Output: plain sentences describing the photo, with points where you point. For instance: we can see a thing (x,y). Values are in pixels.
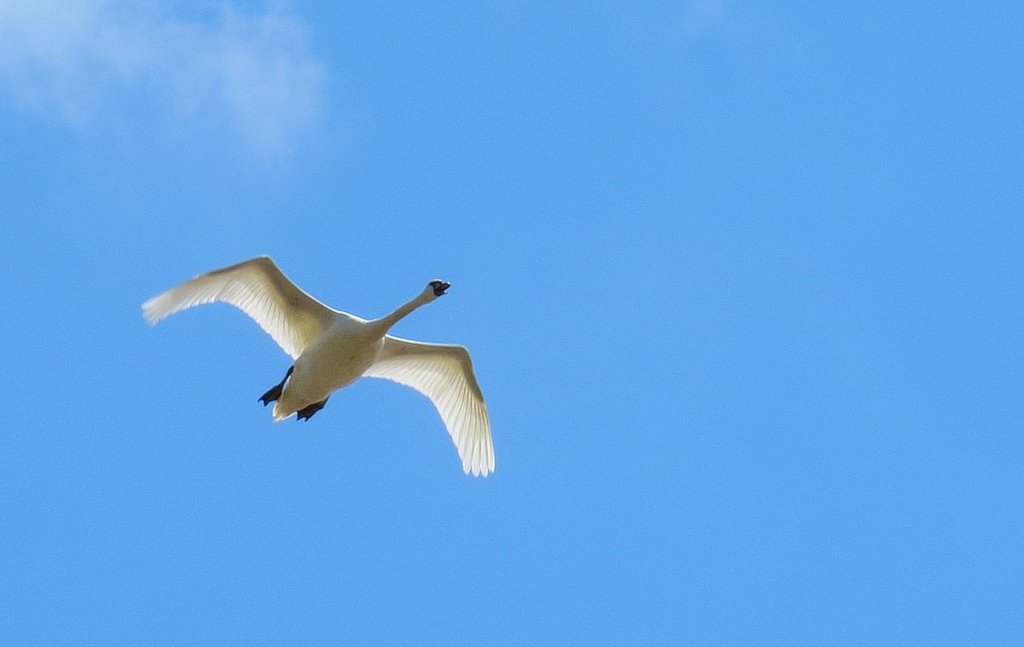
In this image we can see a bird (338,313) flying and in the background (754,173), we can see the sky (741,180).
